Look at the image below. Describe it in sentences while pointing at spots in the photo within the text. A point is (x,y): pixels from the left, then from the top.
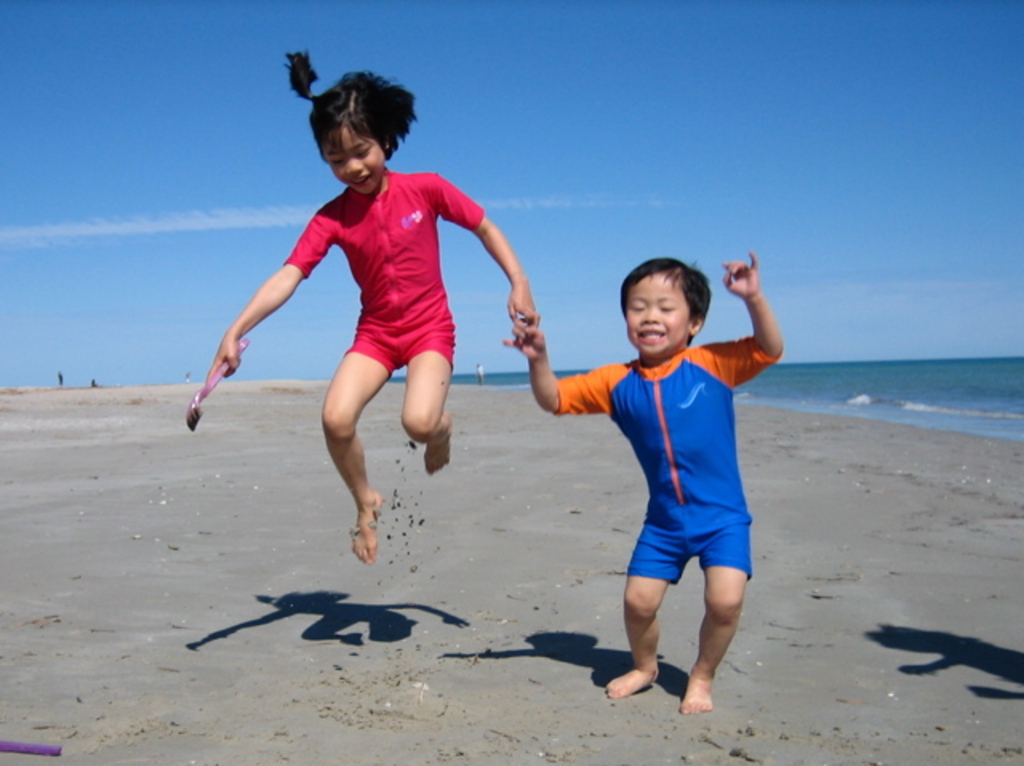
In this image we can see two children (640,310) are playing holding their hands (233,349) with one object (246,340) in one of their hands (233,336). And on the right side (879,399) we can see river/ocean (882,381). And in the bottom (67,528) we can see sand (116,396). And we can see some people (481,368) at the far regions.
